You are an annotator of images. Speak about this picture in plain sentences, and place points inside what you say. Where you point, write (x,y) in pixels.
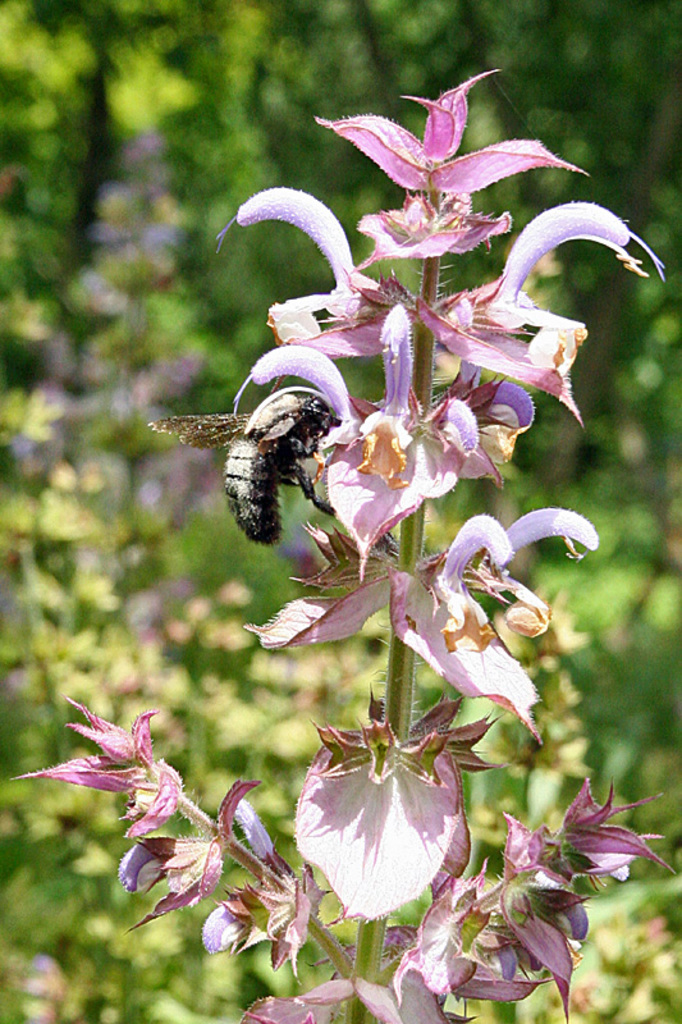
In this picture we can see an insect (250,454), plants (226,673) with flowers (434,820) and in the background (656,100) we can see trees (262,44) and it is blurry.
